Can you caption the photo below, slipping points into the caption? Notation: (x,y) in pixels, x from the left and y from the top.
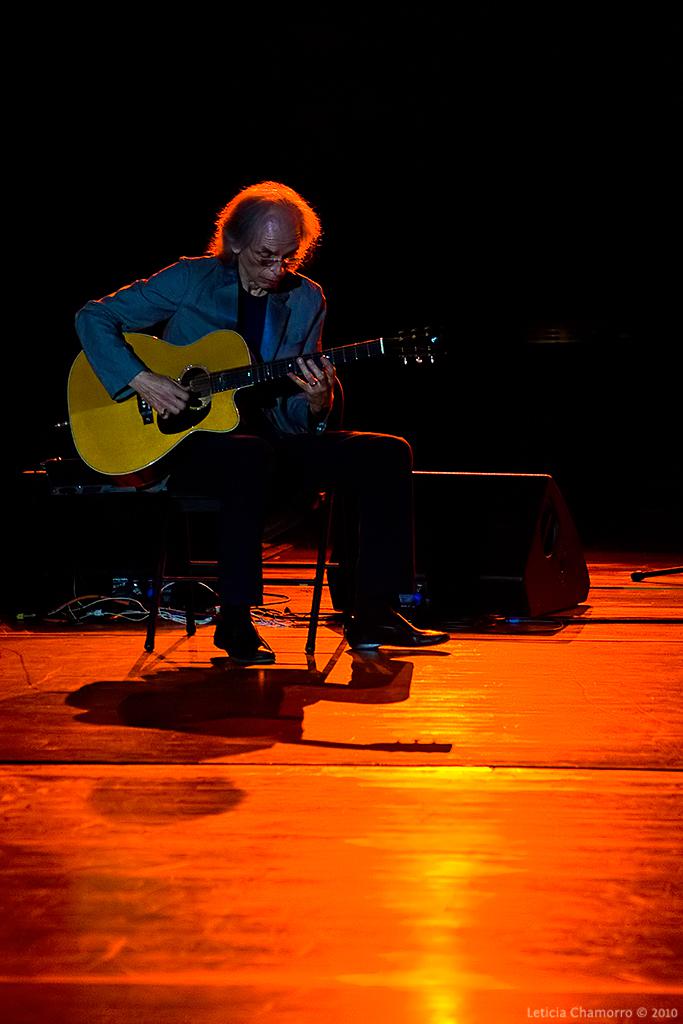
In this picture there is a man (248,413) sitting in the chair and playing a guitar (238,370) in his hands (304,382) on the stage (159,692). Behind him there is a box (476,532) placed. In the background (426,183) there is dark.
